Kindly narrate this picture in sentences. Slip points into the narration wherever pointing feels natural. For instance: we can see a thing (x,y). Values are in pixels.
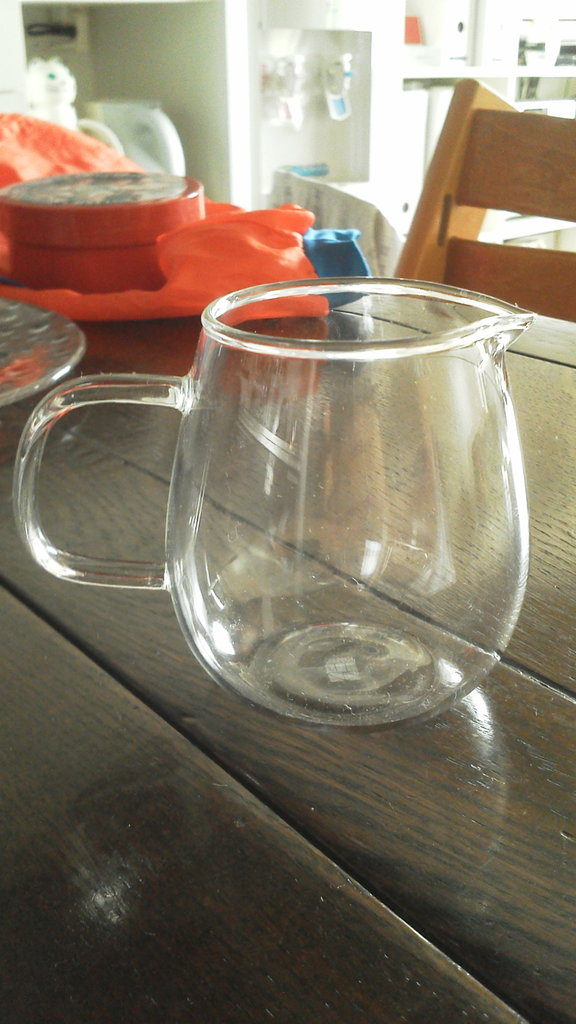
In this picture, we see a glass cup (232,480), red color box (97,251) and a red color cloth (168,251) which looks like a glove (147,291) is placed on the brown color table (371,788). Beside that, we see a wooden chair (481,243). In the background (146,100), we see shelves (430,93) in white color.
